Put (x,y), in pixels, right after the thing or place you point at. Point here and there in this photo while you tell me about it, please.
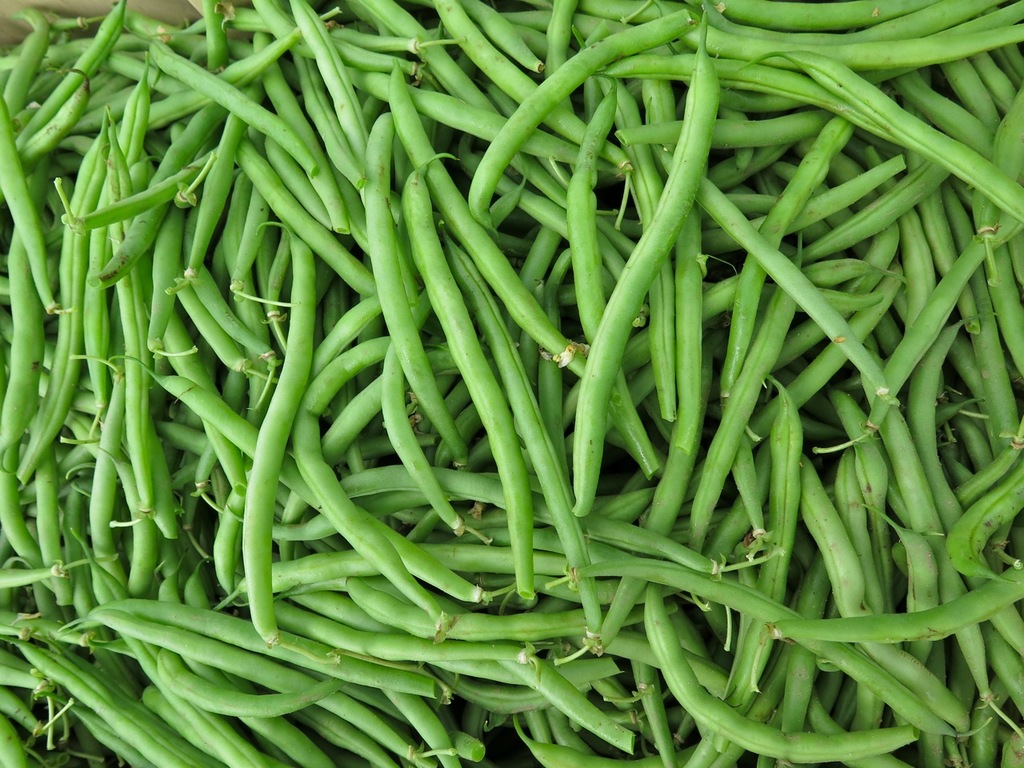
In this image there are beans (430,330).
